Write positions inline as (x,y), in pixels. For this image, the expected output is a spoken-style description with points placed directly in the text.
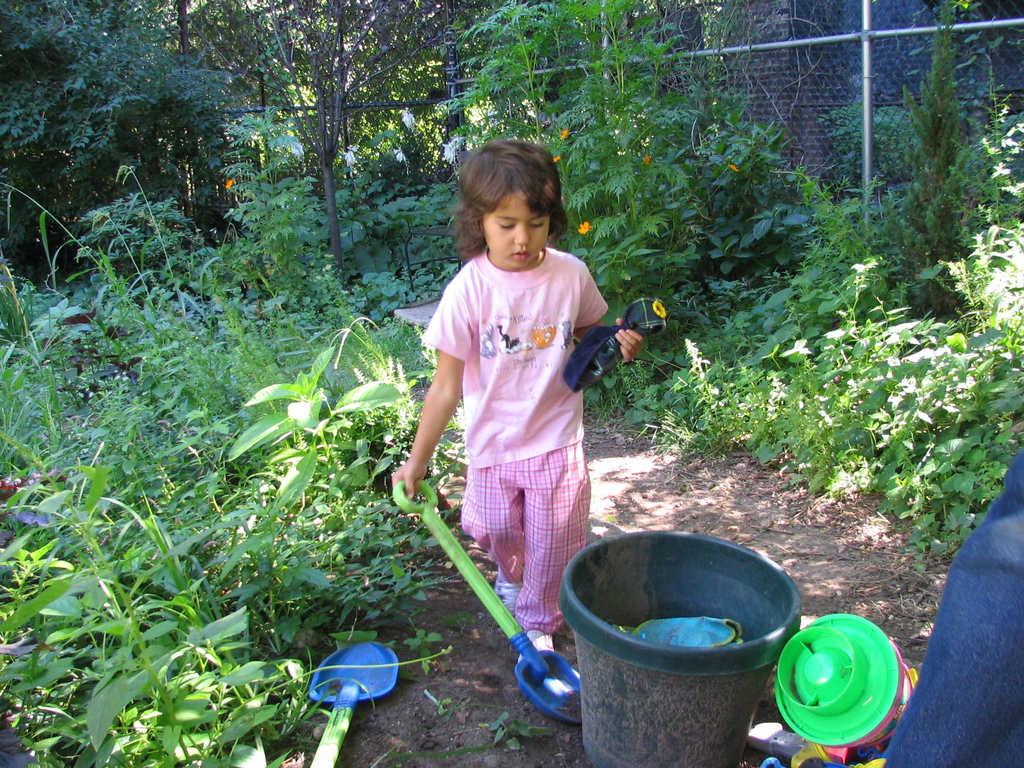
In this picture I can see there is a girl (582,521) standing and she is holding a object (654,322) in her hand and there is a tool (532,665) in her right hand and also there is a person (917,697) standing on the right (996,623) and there are plants (113,628) and trees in the backdrop (575,218) and there is a fence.
